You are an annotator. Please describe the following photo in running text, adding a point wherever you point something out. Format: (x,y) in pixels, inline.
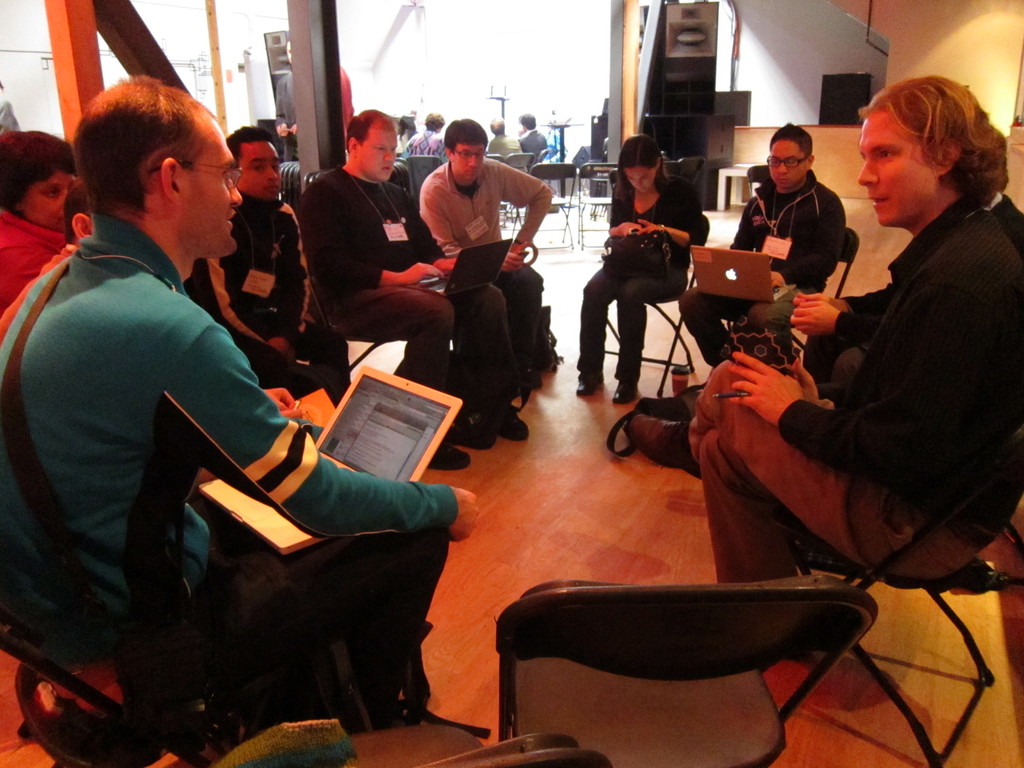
In this image I can see group of people (866,466) sitting and I can also see few laptops (702,286). In the background (300,58) I can see few people (537,144) sitting and I can also see few pillars (219,48).
